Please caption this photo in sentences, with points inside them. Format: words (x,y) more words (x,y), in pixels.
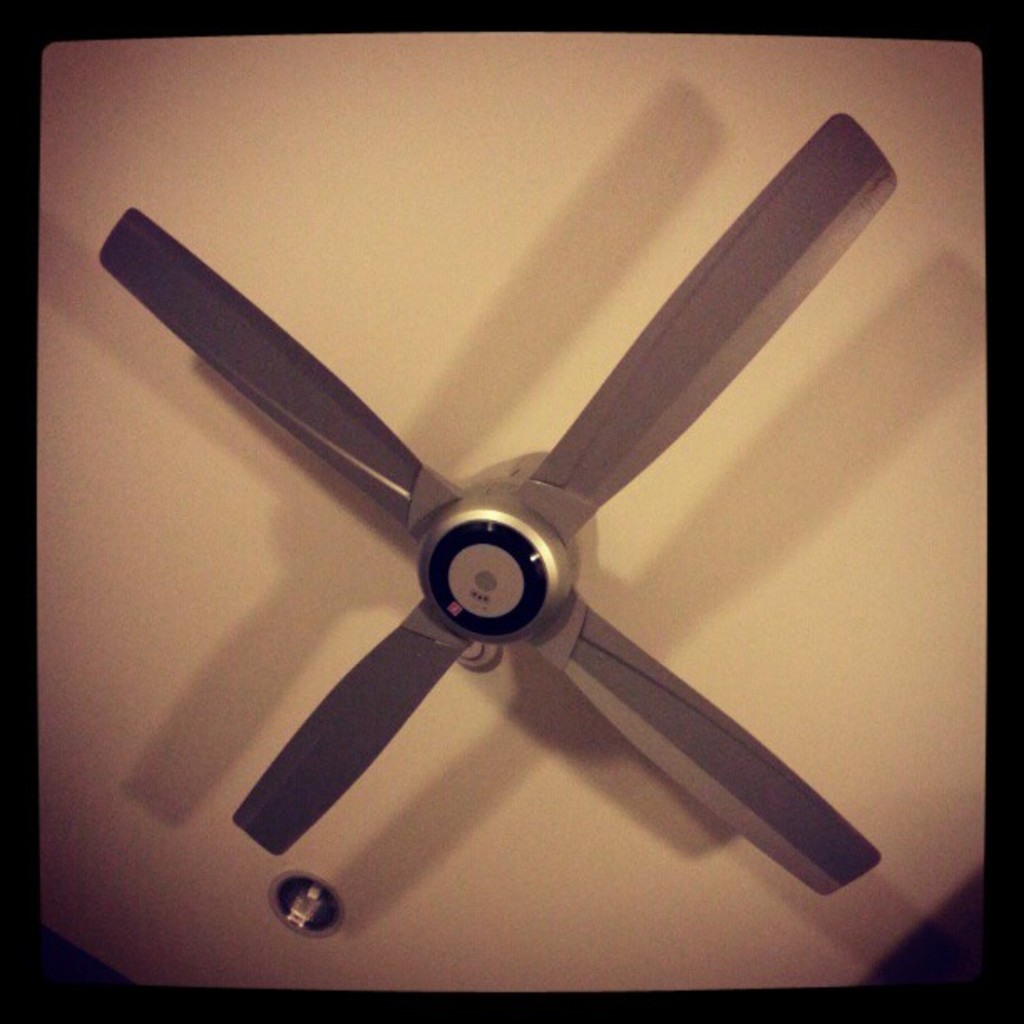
In this image we can see a ceiling fan (702,396) to a roof (772,740).
